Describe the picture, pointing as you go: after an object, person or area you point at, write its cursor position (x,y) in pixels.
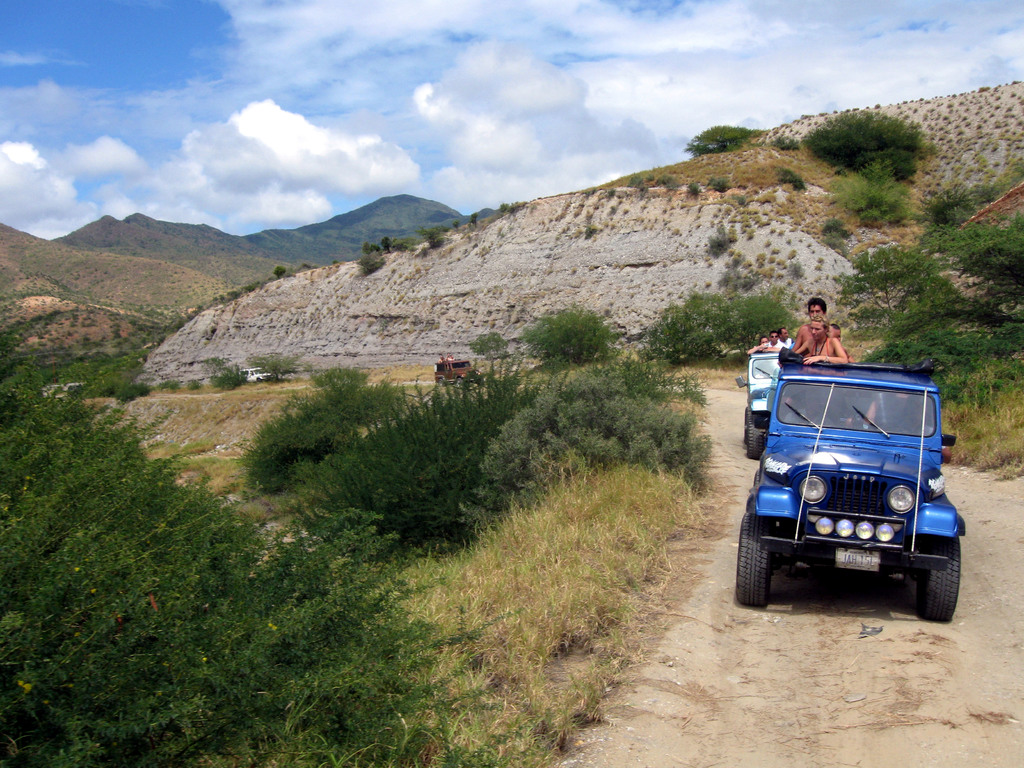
This image is taken outdoors. At the top of the image (171,100) there is a sky (383,124) with clouds (478,81). At the bottom of the image (695,661) there is a road (817,704) and there is a ground (551,614) with grass (513,541) on it. In the background (211,298) there are a few hills (566,254). There are a few plants (46,678) and trees (173,620) on the ground (548,708). In the middle of the image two jeeps (812,451) are moving on the road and there are a few people (806,364) in the jeeps (806,386) and two vehicles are moving on the road (322,382).
